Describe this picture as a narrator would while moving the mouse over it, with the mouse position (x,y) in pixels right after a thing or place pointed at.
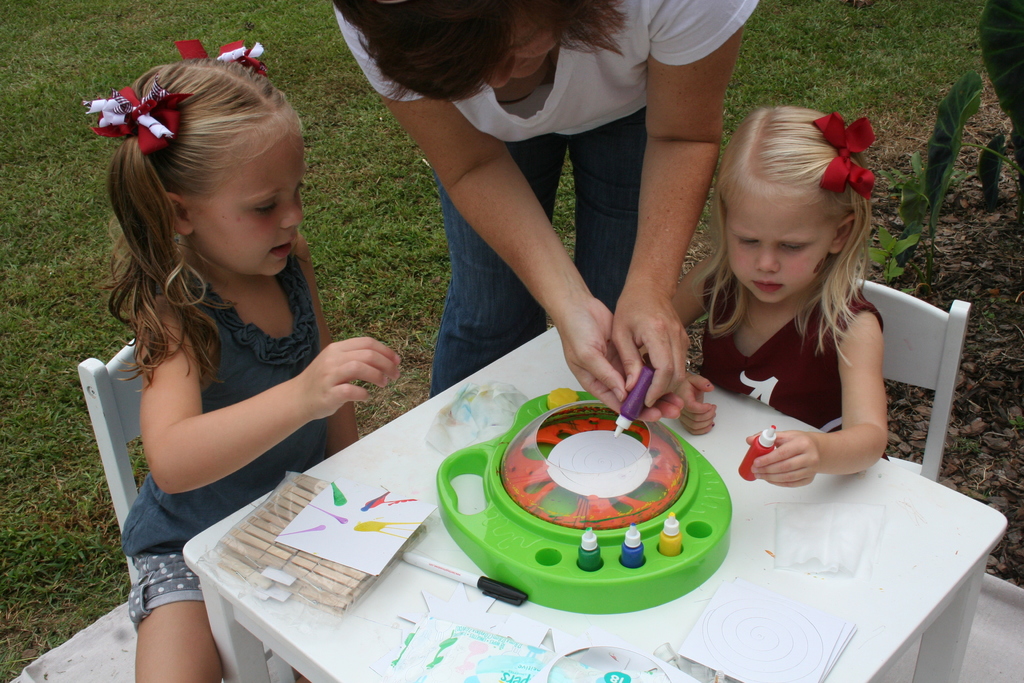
There are two girls (197,260), sitting on chairs (104,430) in front of a table (833,601), on which, there is a green color object (724,504), there are papers (498,616), sketch (459,580) and other objects (831,549). Beside the table (497,373), there is a woman (509,90) in white color t-shirt (688,30), holding an object (636,405) and standing on the grass (420,382) on the ground (408,244). In the background (948,99), there is a plants (962,131) and stones (996,416).
